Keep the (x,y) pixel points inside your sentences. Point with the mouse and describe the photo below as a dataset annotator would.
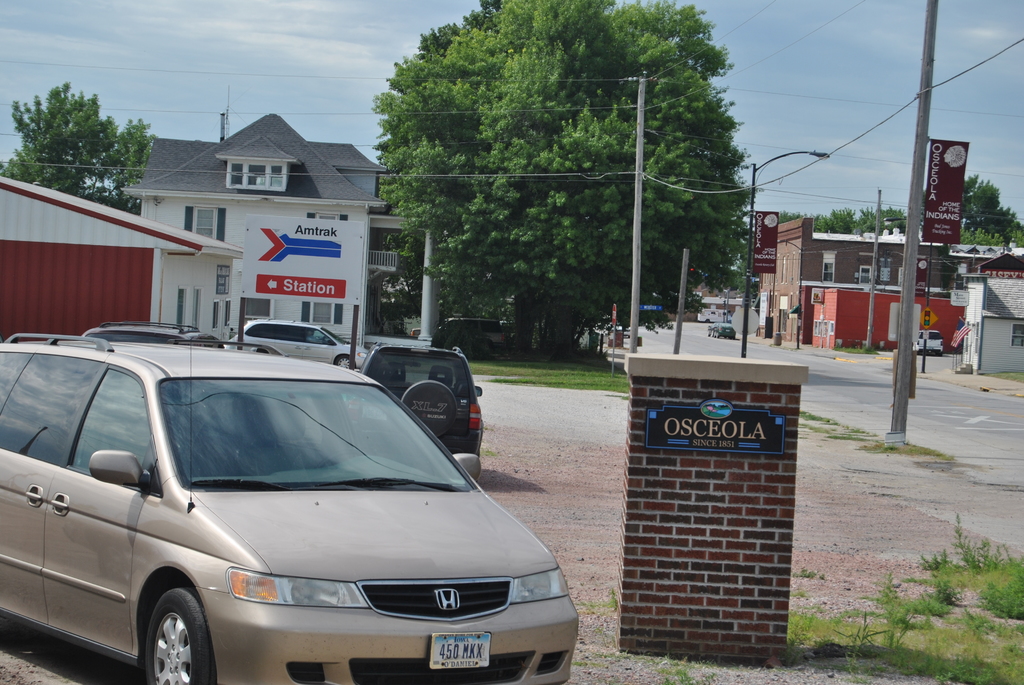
In this image on the left (292,427), there are cars (314,378), houses (176,207), electric poles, cables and trees (495,202). On the right (941,267) there are houses (932,260), posters (953,219), street lights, poles (908,209), road (937,424), car (732,325), sky (886,138), clouds (969,142). At the bottom (789,583) there is stone (732,538) and grass (918,620).
